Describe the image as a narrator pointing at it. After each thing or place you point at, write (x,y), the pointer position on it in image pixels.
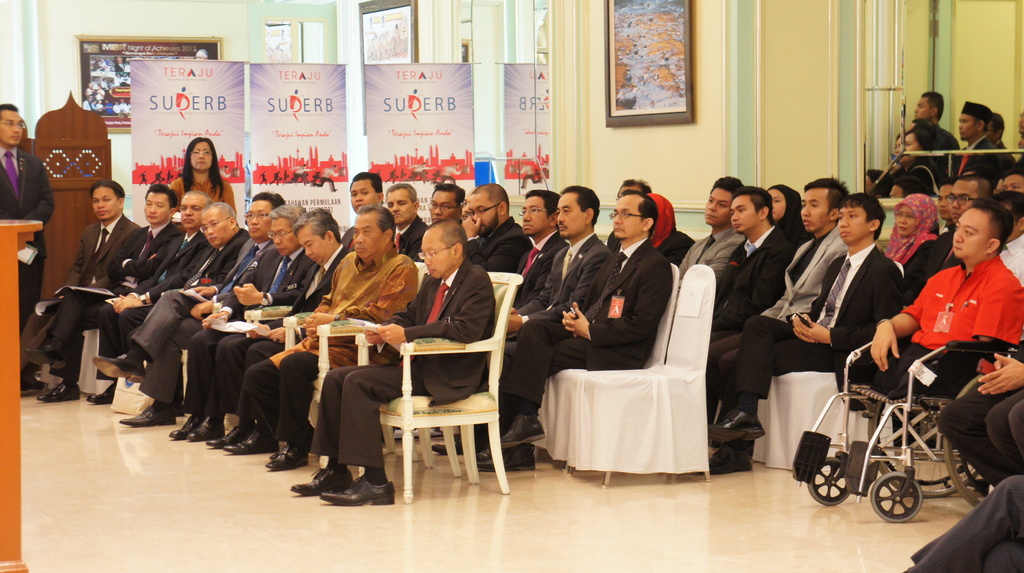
In this picture we can see a group of people (900,203) sitting on chairs (610,367) and some are standing and beside to them we have banners (305,133), wall (200,21), frames (105,68) and in front of them there is podium (17,528).
